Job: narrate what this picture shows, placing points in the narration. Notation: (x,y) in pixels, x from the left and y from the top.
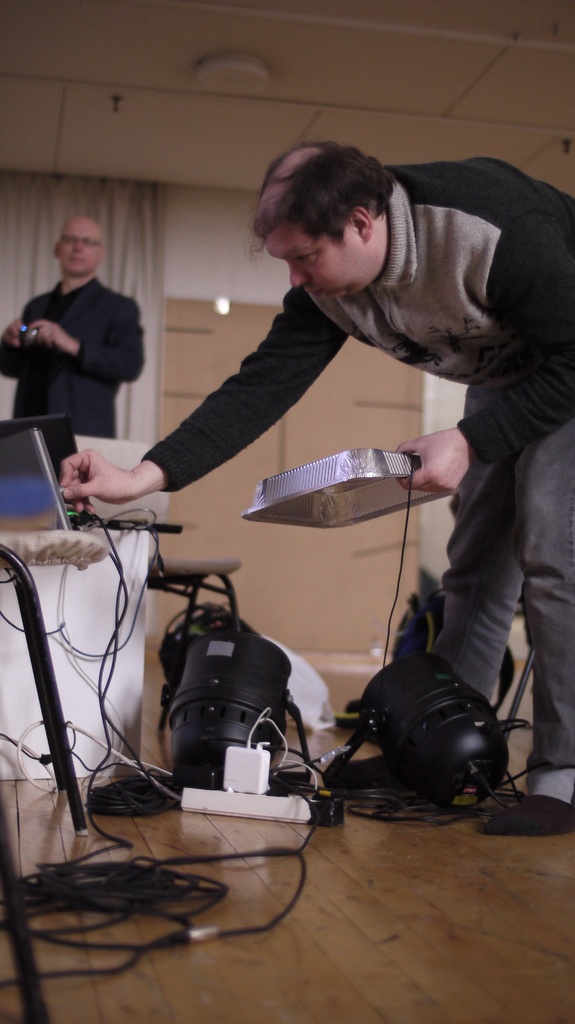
On the right (439,225) there is a man (310,232) standing on the floor (445,1007) and holding a plate (386,478) in his hand (432,472) and with the other hand (80,462) he is working and on the floor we can see few objects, cables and a connector box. On the left (22,431) there are some items (14,468) on a chair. In the background (96,280) there is a man (45,323) holding an object (25,339) in his hands (74,350), curtain (118,243), wall (220,219) and a chair (236,608).
